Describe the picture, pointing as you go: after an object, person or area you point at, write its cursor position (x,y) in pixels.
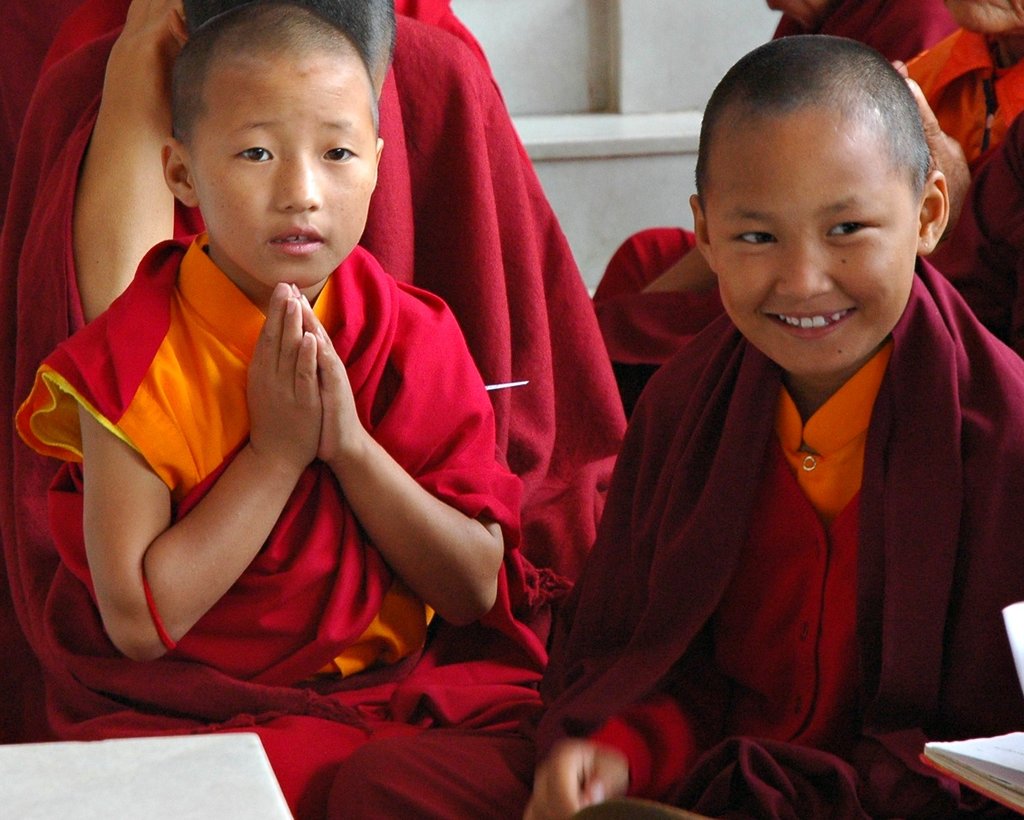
As we can see in the image there are few people (381,221) sitting. They are all dressed in orange and red color. In the front (423,456) two boys (664,495) were sitting. The boy (280,379) sitting on the left (274,292) is praying and the boy (845,332) sitting on the right (898,466) is laughing.
